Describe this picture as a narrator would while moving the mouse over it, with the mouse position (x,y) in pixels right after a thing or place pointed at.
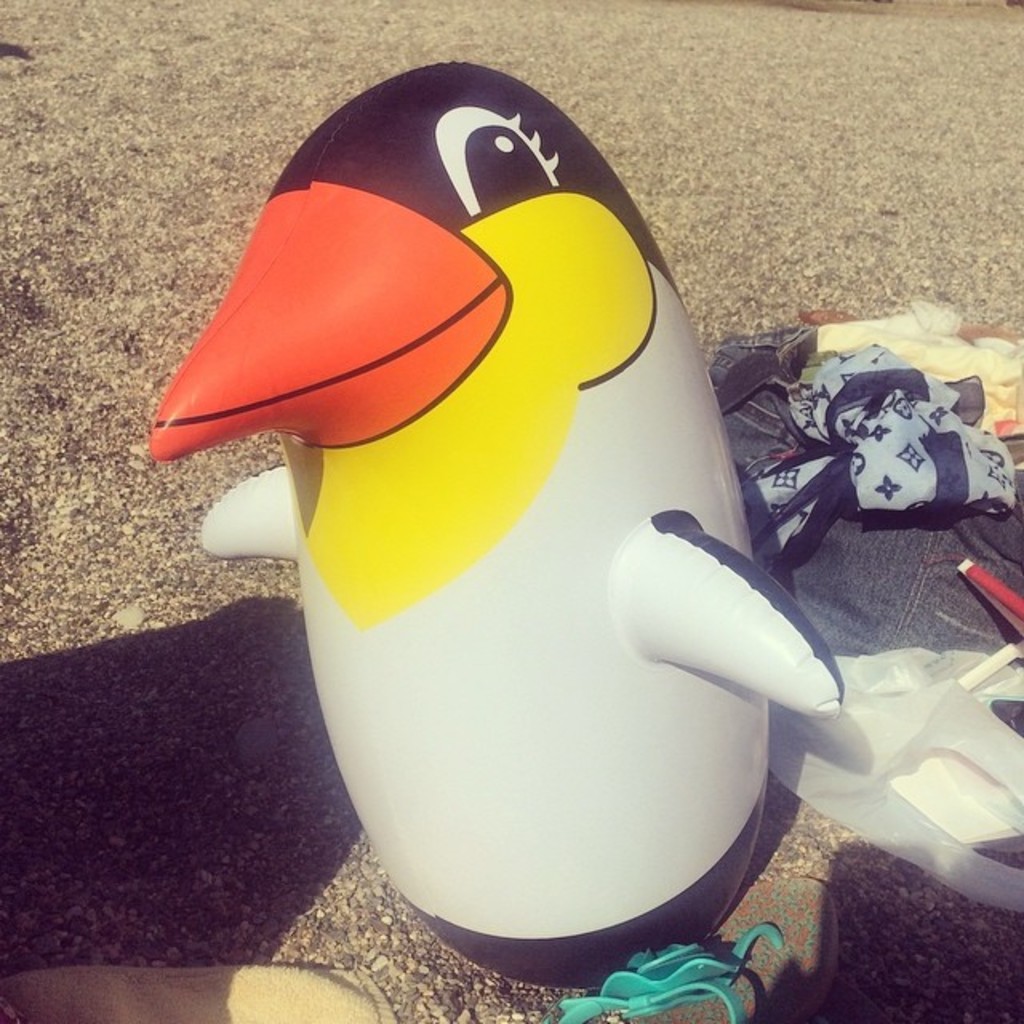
It looks like a ground (46,251) and on the ground (217,765) there is an inflatable tube (528,711), clothes (935,386), a polyethylene cover (837,774) and some objects (704,981).
